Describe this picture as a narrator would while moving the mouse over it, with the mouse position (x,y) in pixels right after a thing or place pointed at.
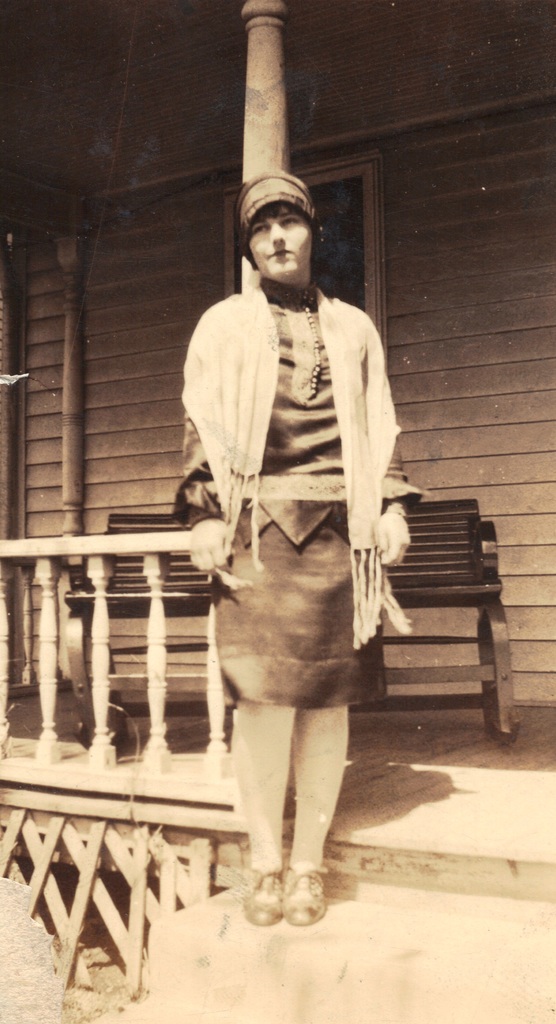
In the picture we can see a black and white photograph, in that we can see a person (365,348) standing near to the home (199,257) and we can see a pillar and a railing (113,769) and the person (276,796) is wearing a cap (260,194).
